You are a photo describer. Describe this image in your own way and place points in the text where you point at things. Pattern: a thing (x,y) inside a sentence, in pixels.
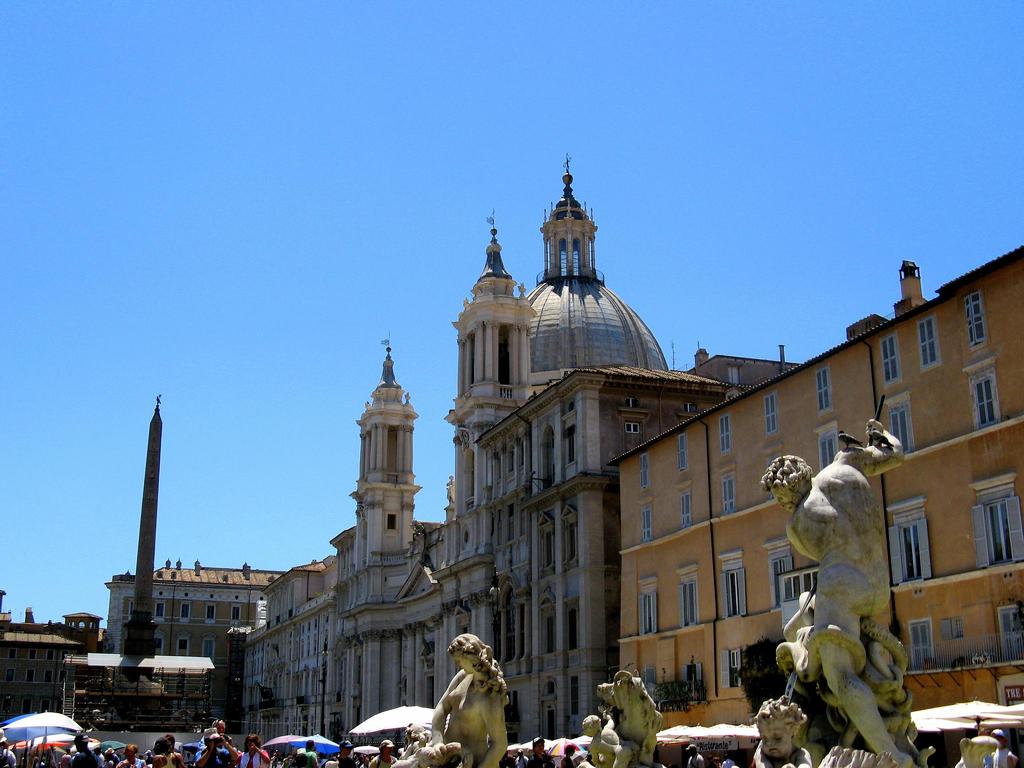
In this image there are buildings (686,562) on the right side (726,581) and there are statue (848,544) in front of them. In the middle (562,261) there is a tower (153,633). At the bottom (83,763) there are people (223,741) walking on the floor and there are umbrellas (377,724) in between them. At the top (752,124) there is sky (754,126). There are people (3,762) under the umbrellas (42,734).
